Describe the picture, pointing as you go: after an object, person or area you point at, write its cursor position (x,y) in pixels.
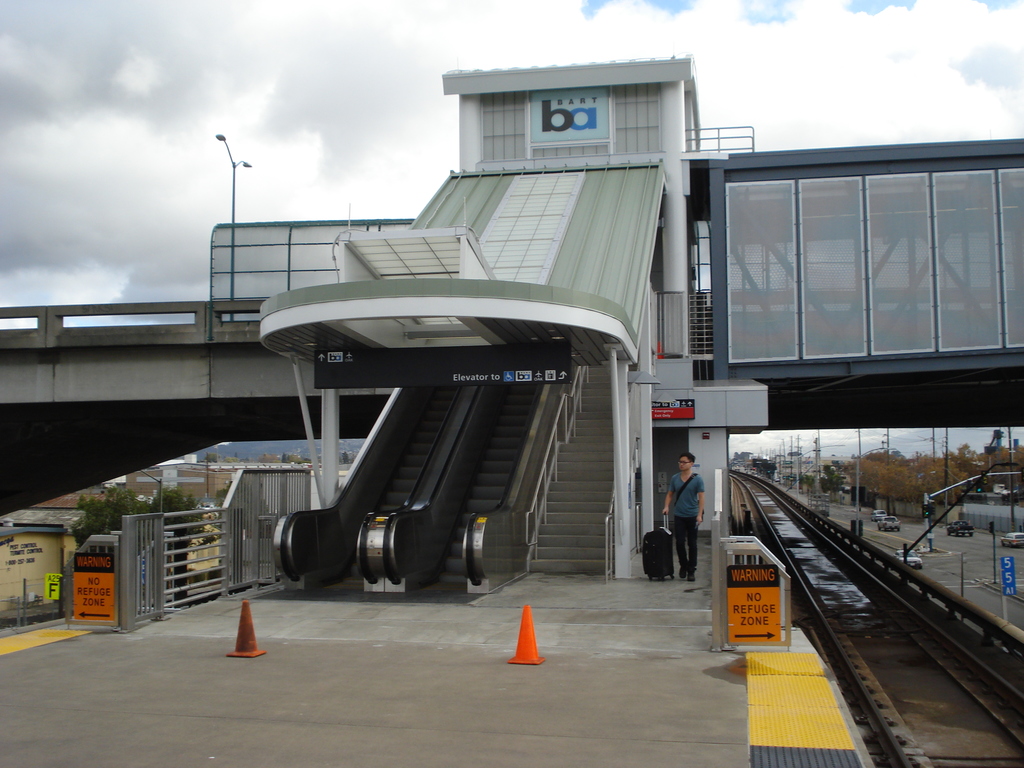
In this image, we can see the bridge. We can see some escalators (514,529) and stairs (589,457). We can also see the railing (286,287). We can see the ground (159,627) with some objects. We can also see a person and the railway track (900,613). There are a few trees (913,470), poles (625,549), buildings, boards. We can also see the sky (784,122) with clouds (769,139).
